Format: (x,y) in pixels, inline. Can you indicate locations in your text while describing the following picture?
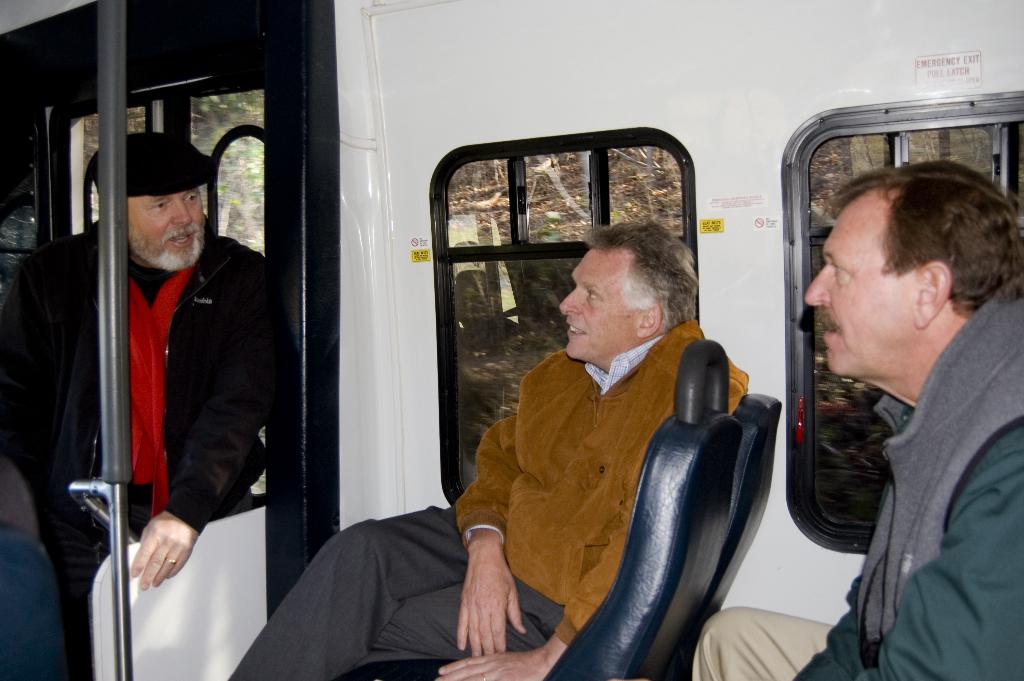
This image is clicked inside a bus (591,47), there are two persons (627,294) sitting beside a window (508,262) on right side (1006,516) and a man (138,215) standing in front of window (229,127).
